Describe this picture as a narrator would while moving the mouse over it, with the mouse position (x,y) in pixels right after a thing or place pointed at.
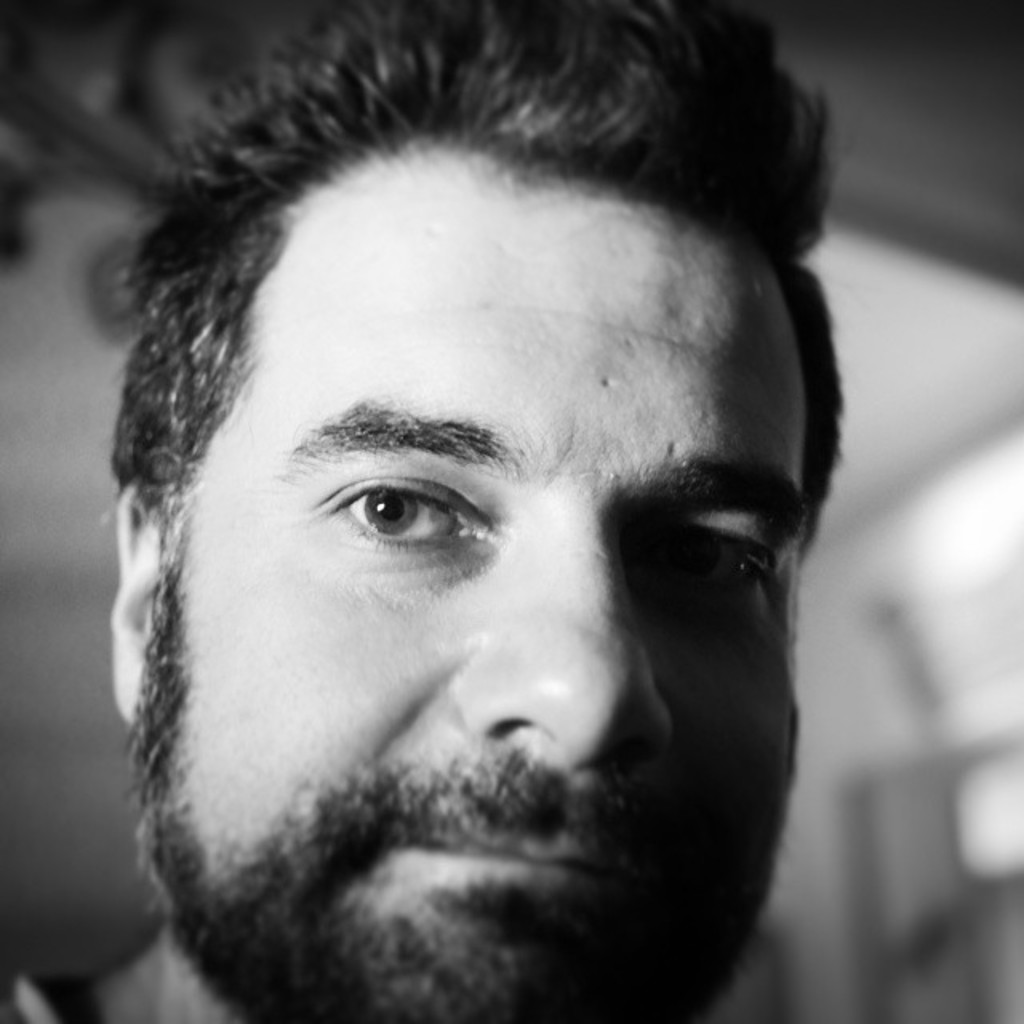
This is a black and white image. Here I can see a man (602,667) is looking at the picture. The background (982,771) is blurred.
